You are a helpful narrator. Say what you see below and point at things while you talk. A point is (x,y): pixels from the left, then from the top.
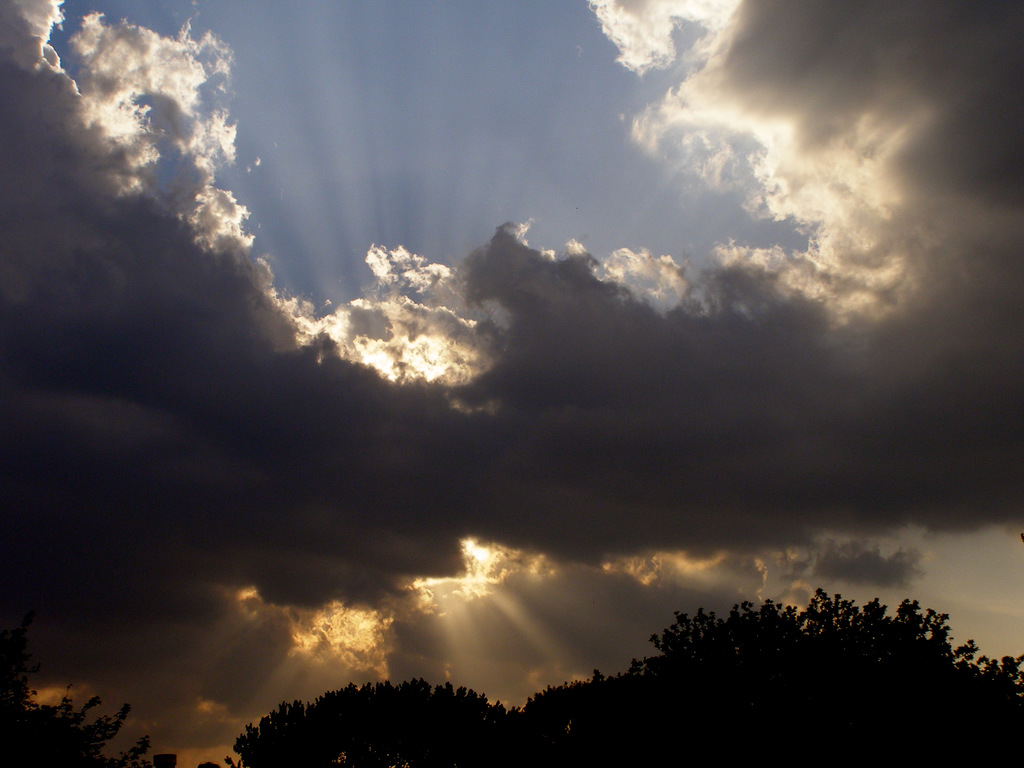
In the image there is a sky (472,72) and the sun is hiding behind the clouds (460,484), the clouds (273,452) are very dark. On the ground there are a lot of trees (756,704).
